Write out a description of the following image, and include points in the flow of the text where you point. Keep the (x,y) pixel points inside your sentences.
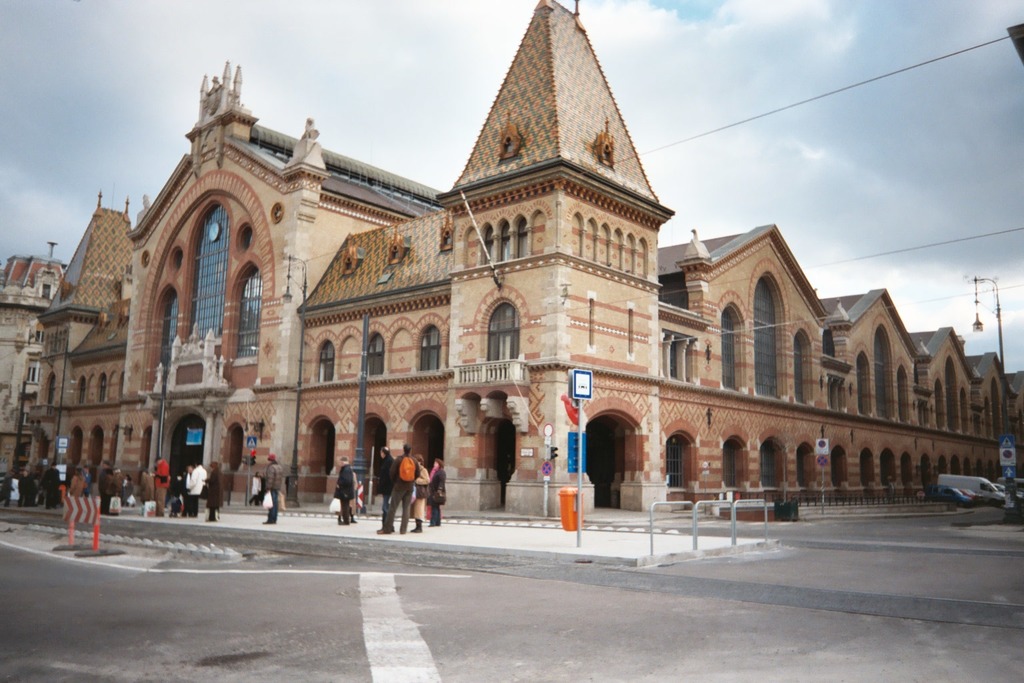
In the picture I can see some buildings (335,359), some people (196,467) are standing in front of the buildings (525,487), some vehicles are on the road (689,522).
